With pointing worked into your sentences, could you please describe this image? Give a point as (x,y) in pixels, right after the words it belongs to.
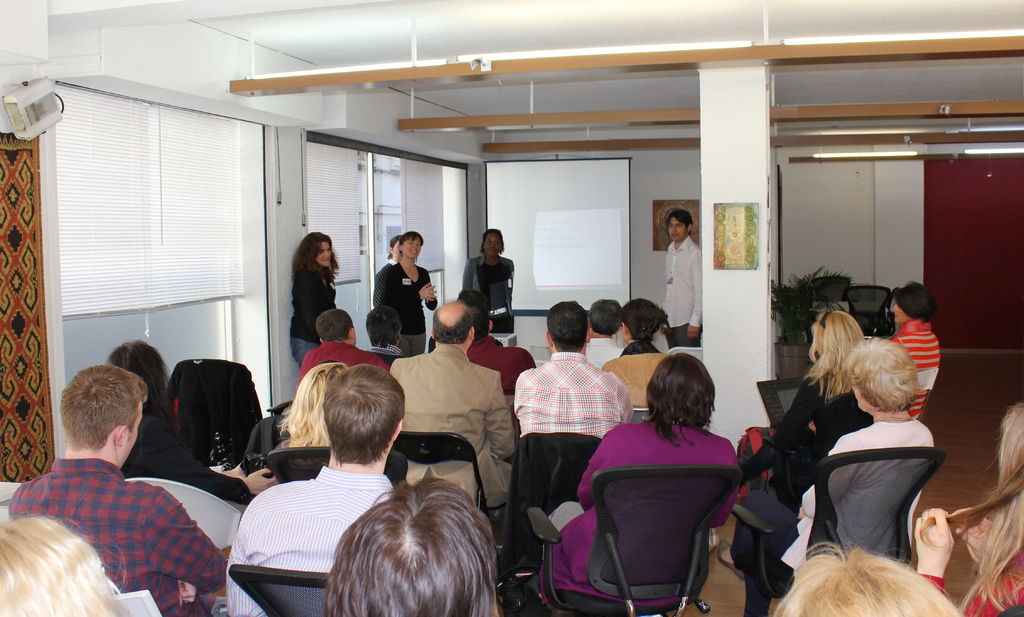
In this image there are a few people (710,459) sitting on the chairs (300,597) and there are a few people (492,239) standing on the floor (953,387). There are photo frames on the wall (709,218). In the background of the image (800,370) there are flower pots (793,316). There is a screen (546,284). On the left side of the image (340,305) there are glass doors (391,221). On top of the image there are lights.
